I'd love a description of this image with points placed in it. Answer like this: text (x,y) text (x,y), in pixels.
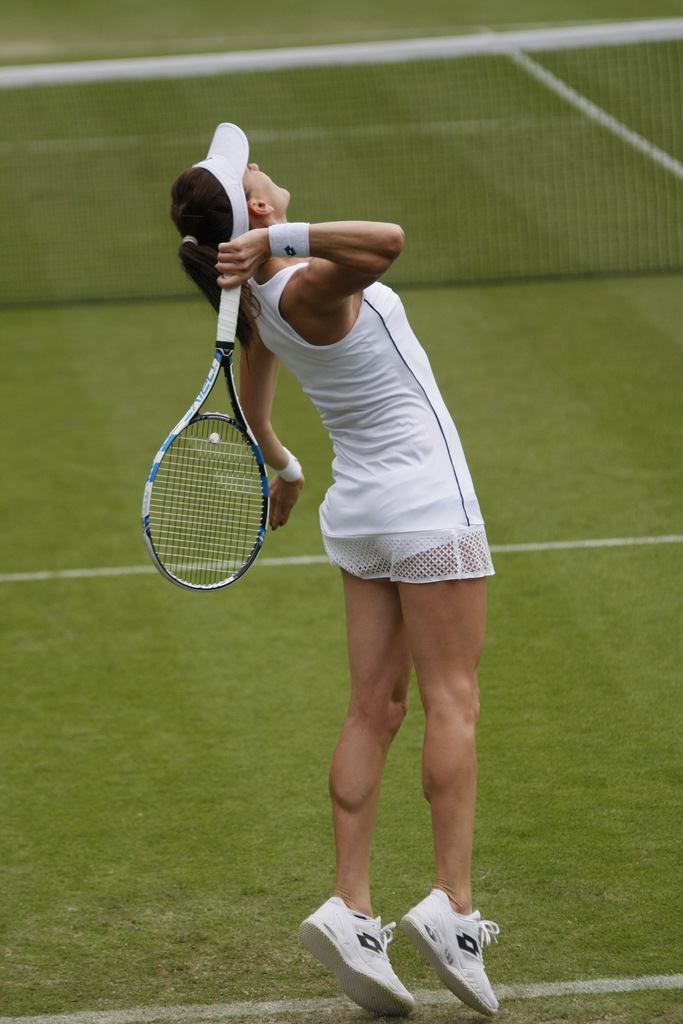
In this image we can see a lady (401,534) with a tennis racket (189,445). In the background of the image (622,425) there is the grass (517,496), net (506,42) and an object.
